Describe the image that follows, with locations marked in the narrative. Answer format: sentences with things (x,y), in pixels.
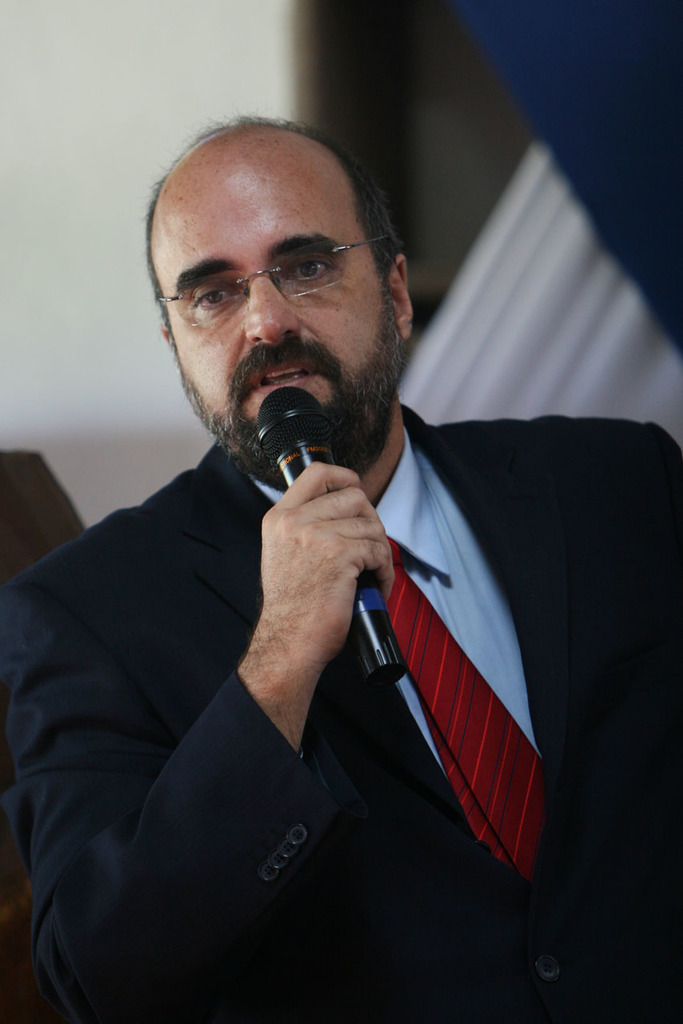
In this picture we can see a man (246,323) wearing spectacles (211,316) and he is holding a mike (295,467) in his hand (318,509) and talking. At the top (121,211) we can see cloth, wall (101,64).
